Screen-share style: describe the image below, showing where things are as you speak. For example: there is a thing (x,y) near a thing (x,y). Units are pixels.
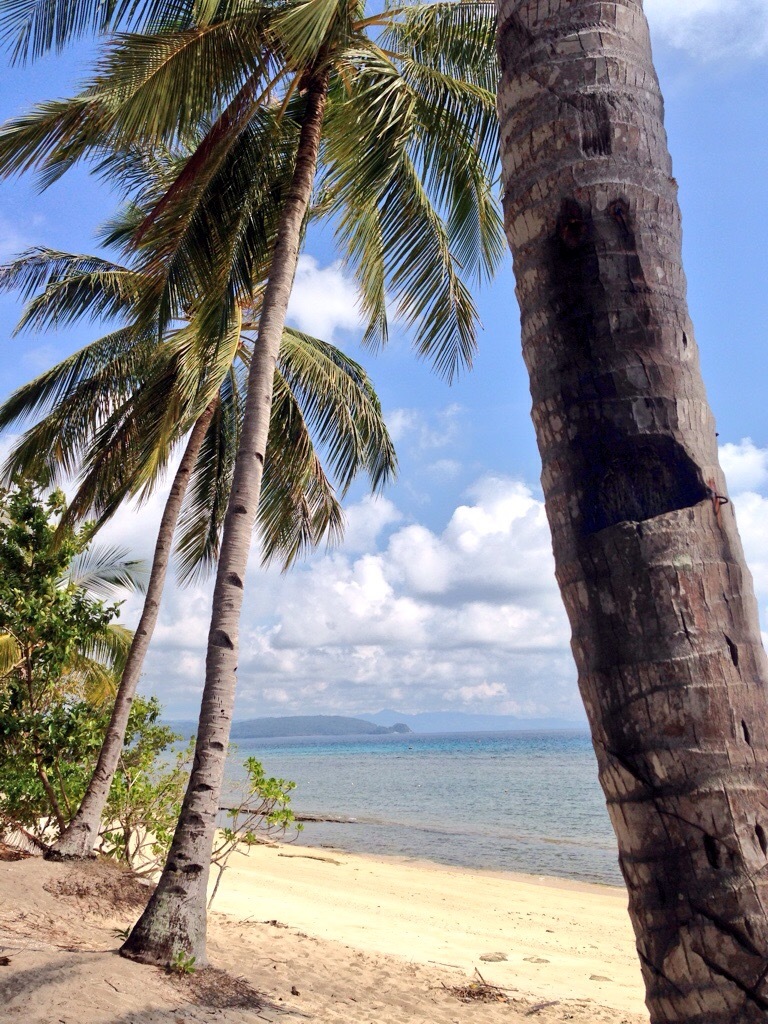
In this image there are trees (211,857), and, water (383,767), hills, sky (437,486).
